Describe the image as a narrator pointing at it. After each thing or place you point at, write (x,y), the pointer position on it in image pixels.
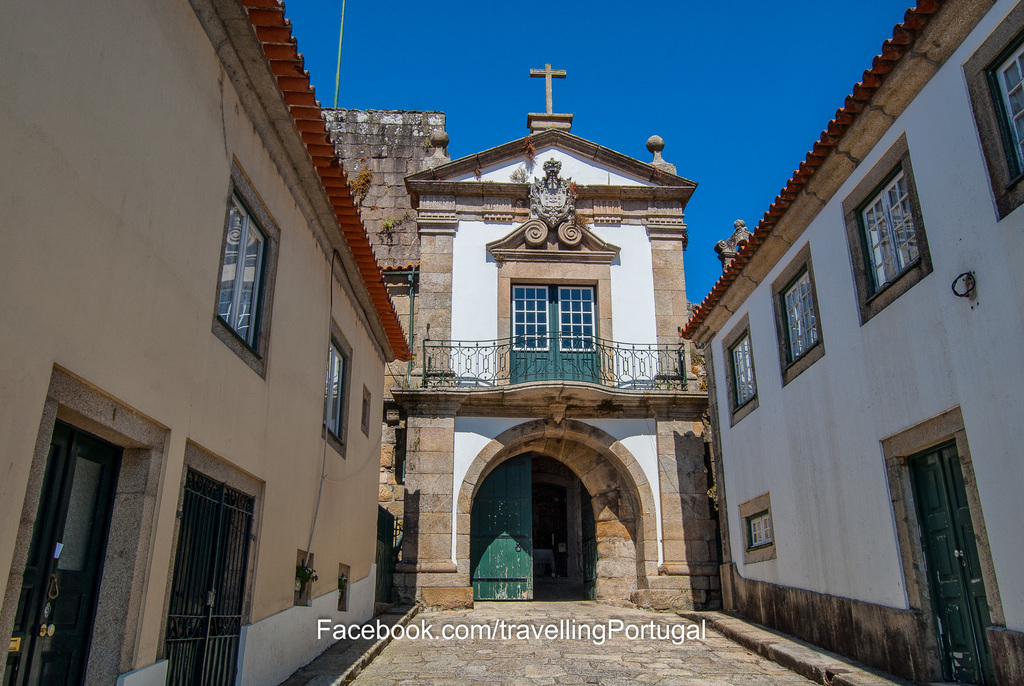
In this image there are buildings (586,366). At the bottom (552,554) we can see an arch (578,546). In the background (722,107) there is sky (331,83).
